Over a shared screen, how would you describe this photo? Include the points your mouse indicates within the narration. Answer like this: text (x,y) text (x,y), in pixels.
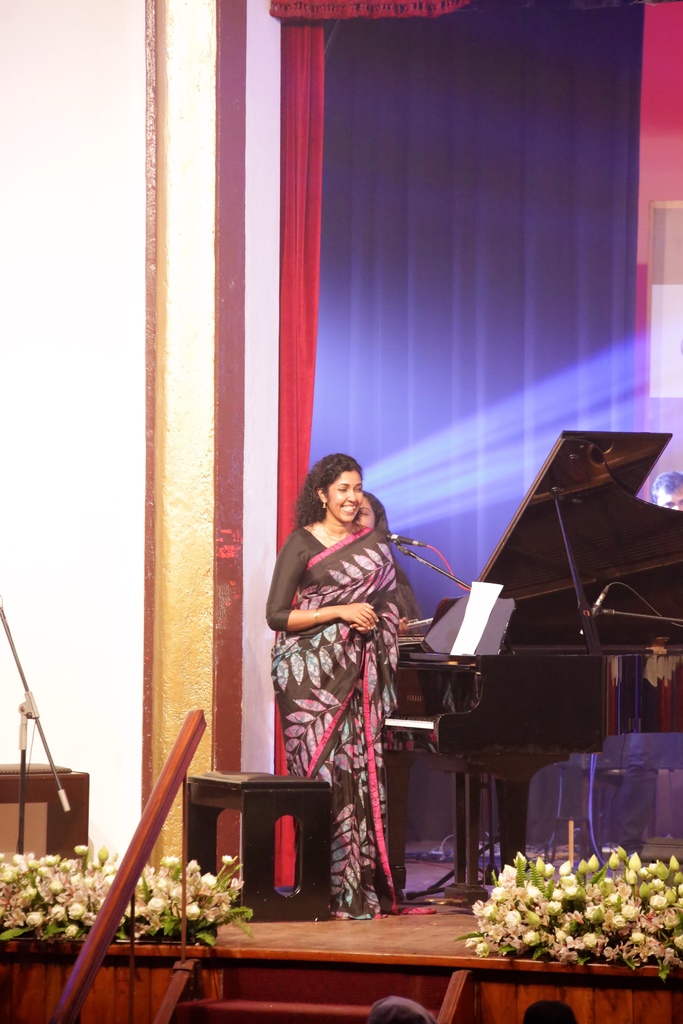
In this image we can see three persons (381,587) on the stage (424,906), there is a musical instrument (453,634), a stool (264,815), paper (474,614), mic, flowers (624,910), stairs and in the background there is curtain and a wall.
